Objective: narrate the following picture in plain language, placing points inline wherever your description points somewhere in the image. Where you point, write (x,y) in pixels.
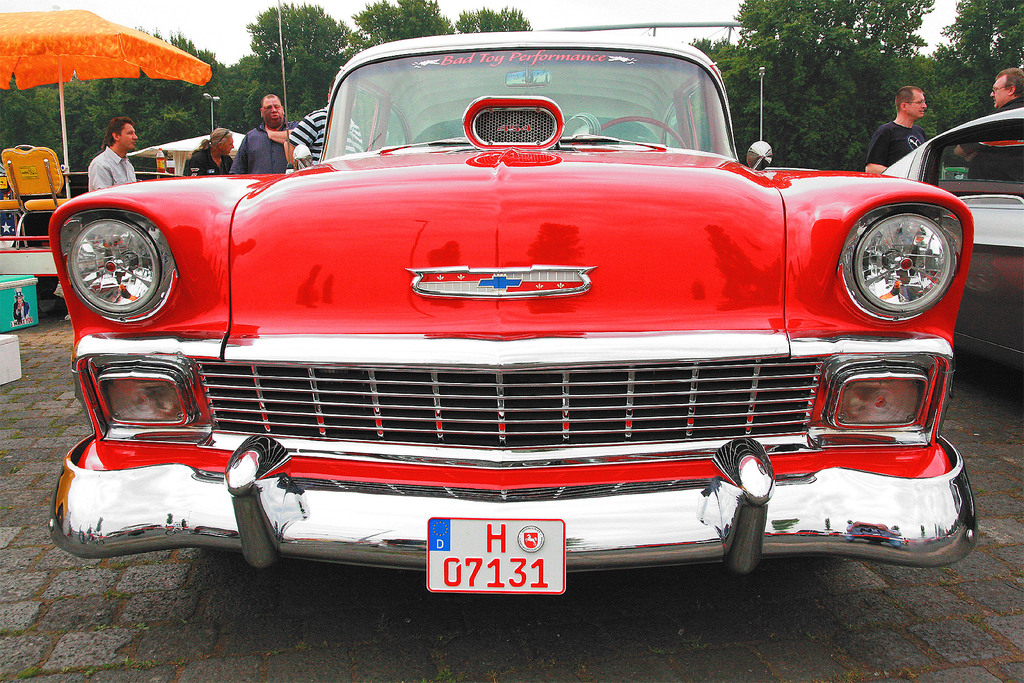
In this image there are cars (833,461) and we can see people (279,98) standing. On the left (39,191) there is a parasol (5,36) and chairs (39,205). In the background (318,44) there are trees (192,107), poles (211,120), sheds (180,161) and sky (456,9).
